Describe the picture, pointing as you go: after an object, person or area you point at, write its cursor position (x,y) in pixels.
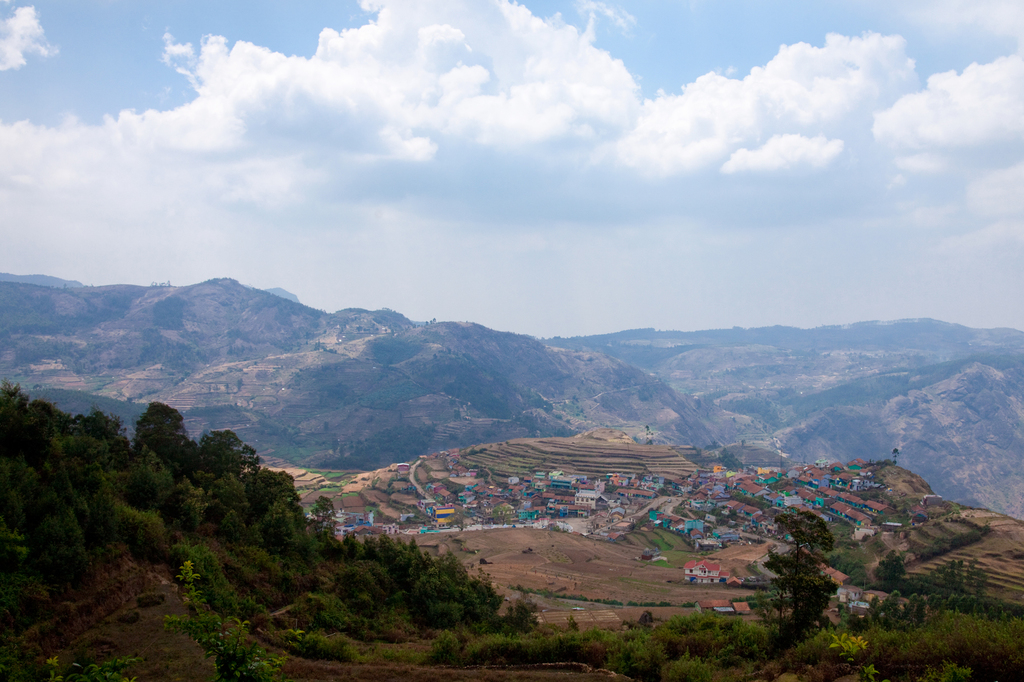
In this image we can see trees (885,589), houses (921,518), plants (922,553), grass (125,616), hills (248,302), sky (128,48) and clouds (623,105).
